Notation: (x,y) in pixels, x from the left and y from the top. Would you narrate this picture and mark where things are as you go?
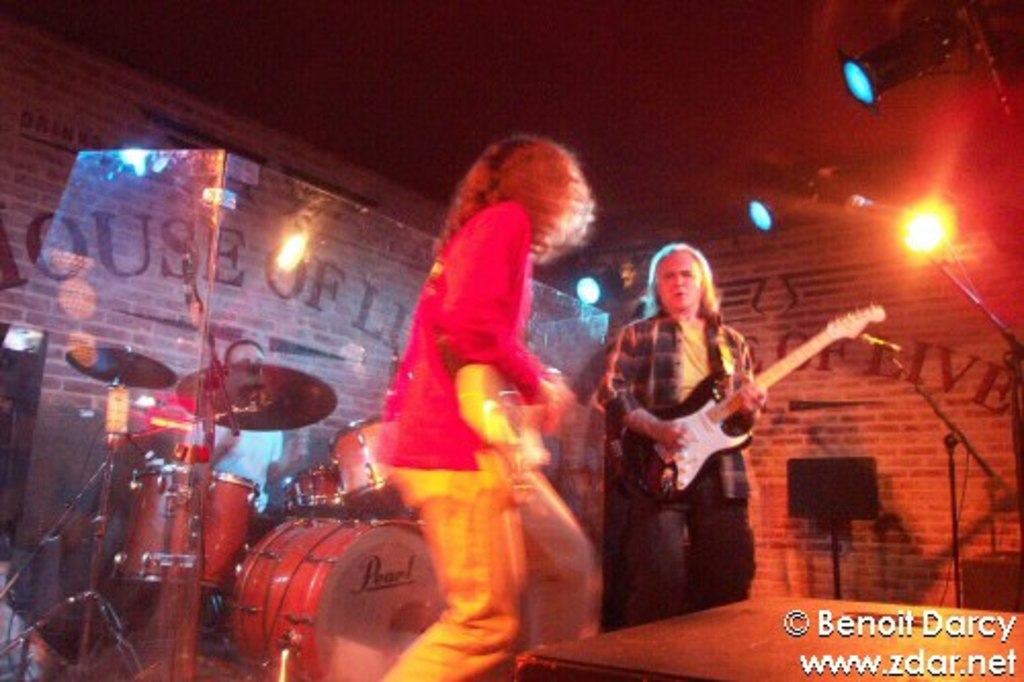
This image is taken indoors. In the background (400,311) there are two walls (353,286) and there is a text (317,268) on the walls (778,355). At the top of the image (399,44) there is a roof (398,66). In the background (102,576) there are many musical instruments (312,523). There is a man (268,470) sitting on the stool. In middle of the image (535,376) two men (489,505) are standing and playing music. They are holding guitars (513,395) in their hands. On the right side of the image (709,656) there is a table (754,667). There is a light (938,228) and there is a mic (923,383).
